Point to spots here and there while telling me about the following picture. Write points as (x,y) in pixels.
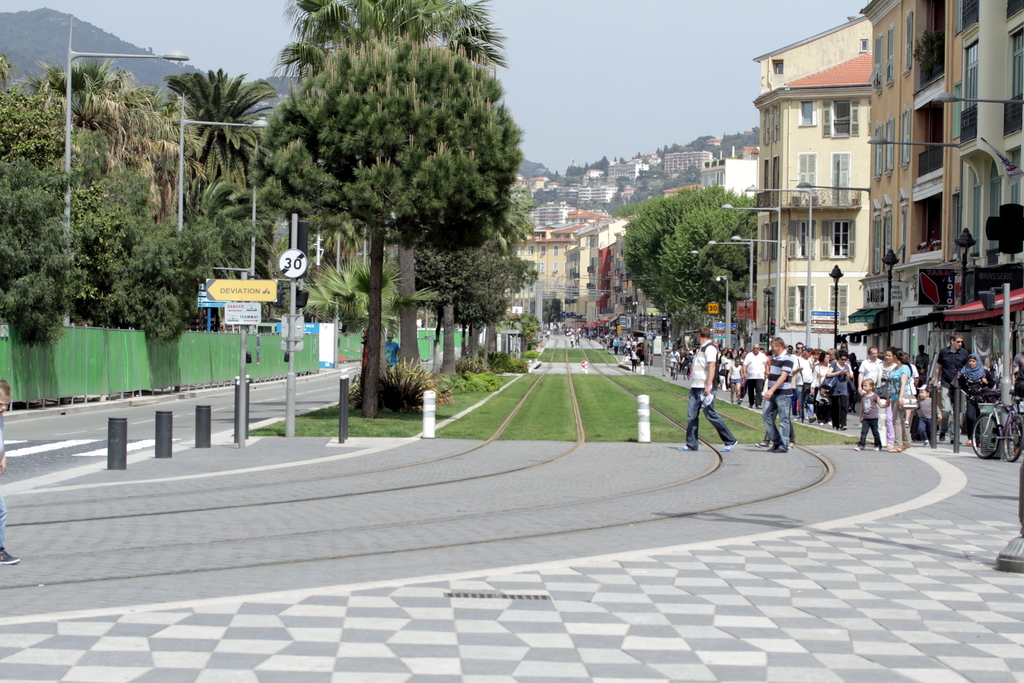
As we can see in the image there is grass (616,430), trees (95,144), buildings (932,108), street lamps (922,144), few people (790,396) here and there, bicycle (1001,429), plants (407,398) and there is a sky (576,31).
